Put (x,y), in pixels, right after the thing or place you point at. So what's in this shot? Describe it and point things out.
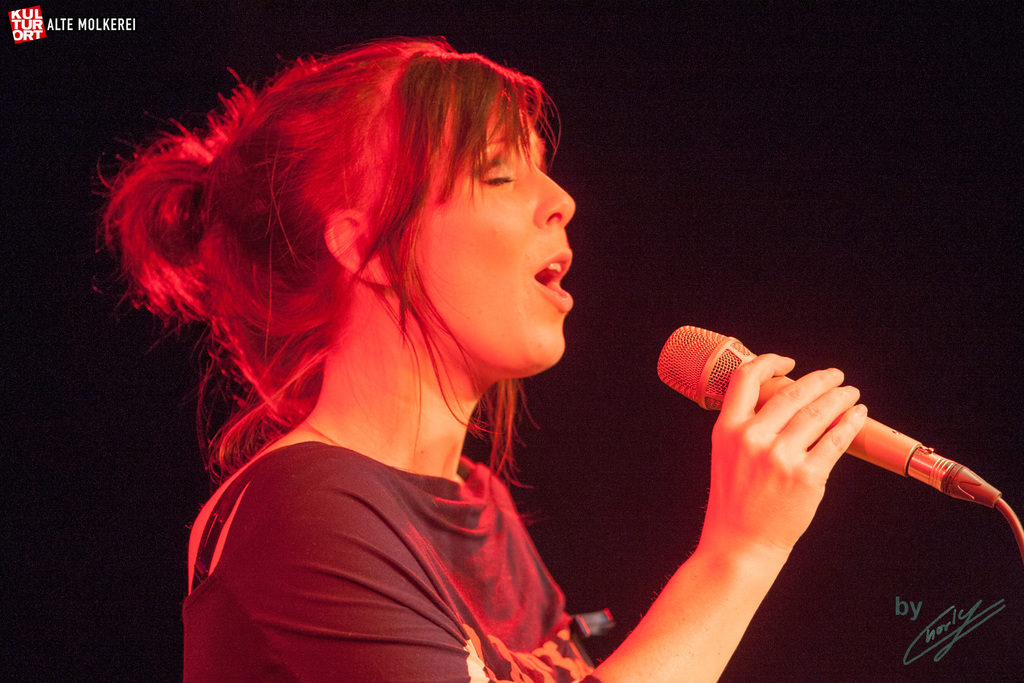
In the middle of the image (348,393) a woman (465,84) is standing and holding a microphone (890,463) and singing.
